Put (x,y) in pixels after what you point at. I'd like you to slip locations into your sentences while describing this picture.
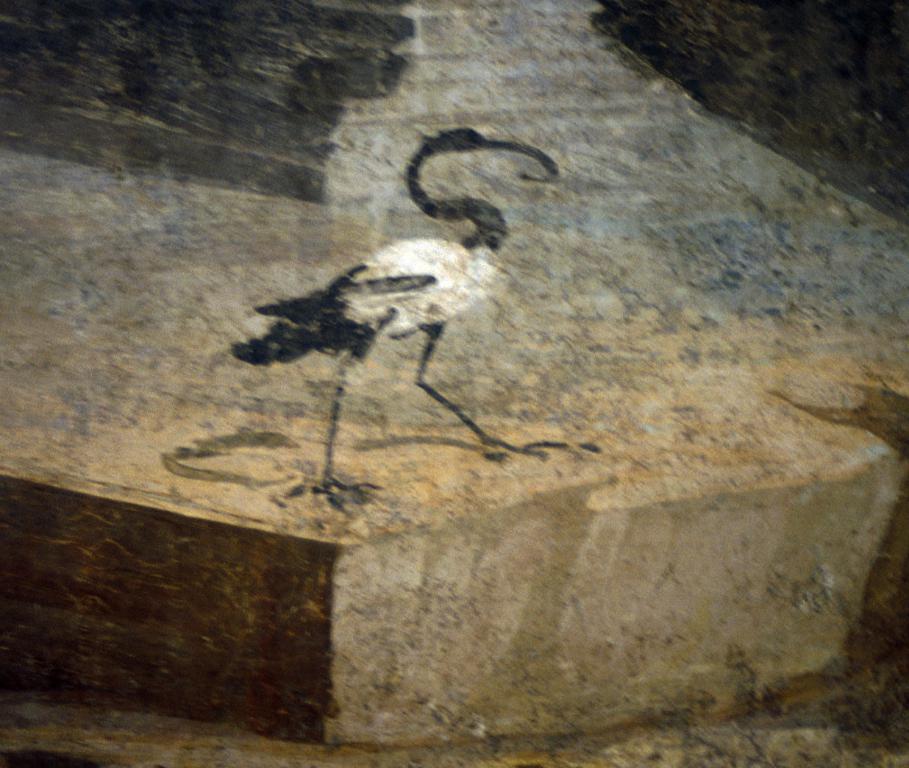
This image is a painting. In this we can see a crane (424,197).
